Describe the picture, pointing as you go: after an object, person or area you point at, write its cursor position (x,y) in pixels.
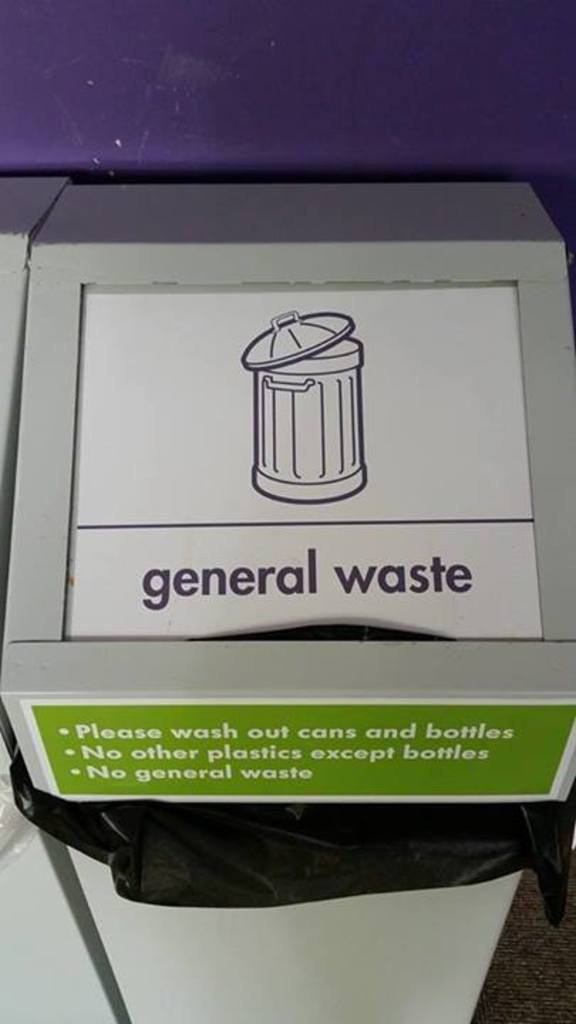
In this image in the center (217,670) there is one dustbin (276,671), and in the background (198,109) there is a wall (198,109).
